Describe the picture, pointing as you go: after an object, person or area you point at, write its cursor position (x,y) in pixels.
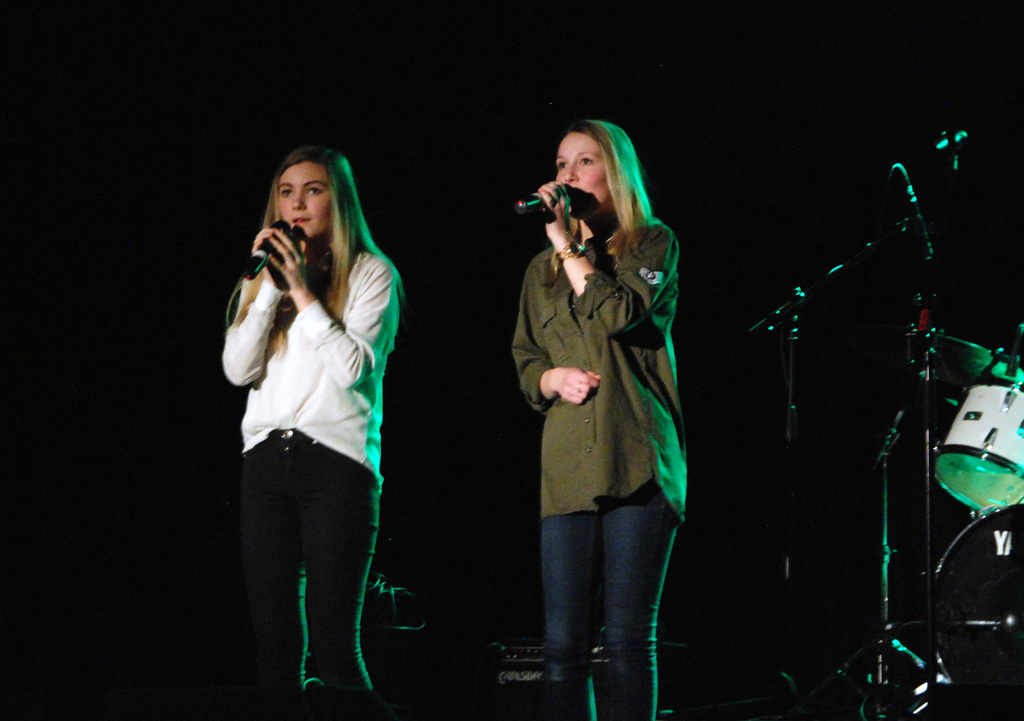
In this image i can see two women (236,369) are standing and holding a microphone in their hand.
